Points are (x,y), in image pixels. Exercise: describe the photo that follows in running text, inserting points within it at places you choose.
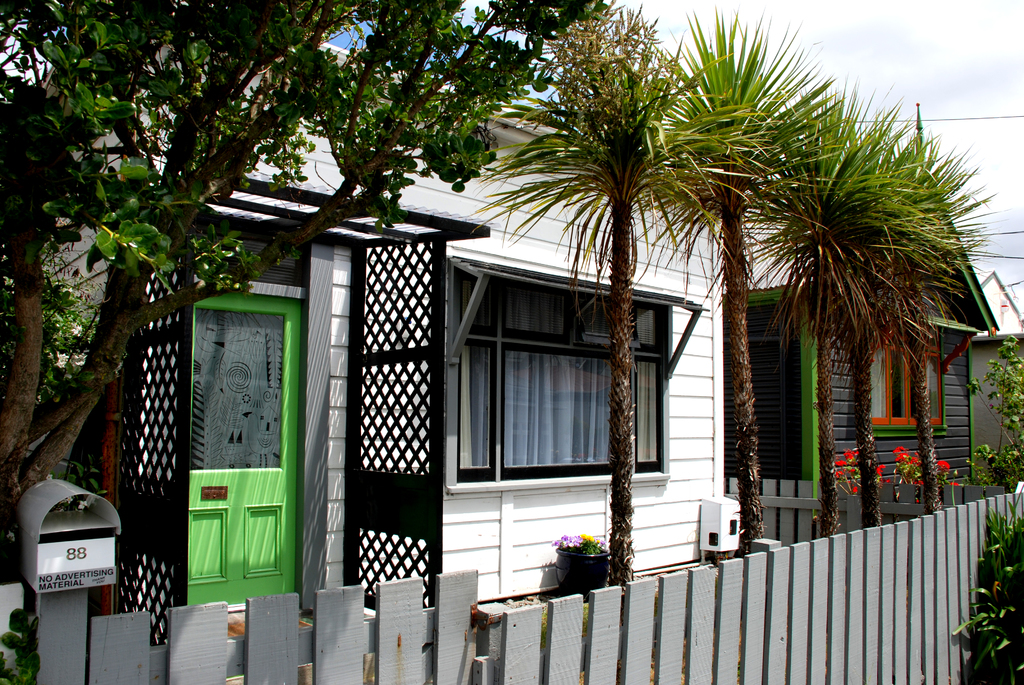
In the picture we can see a railing (918,646) which is grey in color with some plants (973,640) beside it and behind it, we can see some plants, and a tree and a house (383,542) with a door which is green in color with a glass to it and besides, we can see a window (471,439) and in the background (768,390) we can see some houses (981,361) and behind it we can see a sky (884,73).
